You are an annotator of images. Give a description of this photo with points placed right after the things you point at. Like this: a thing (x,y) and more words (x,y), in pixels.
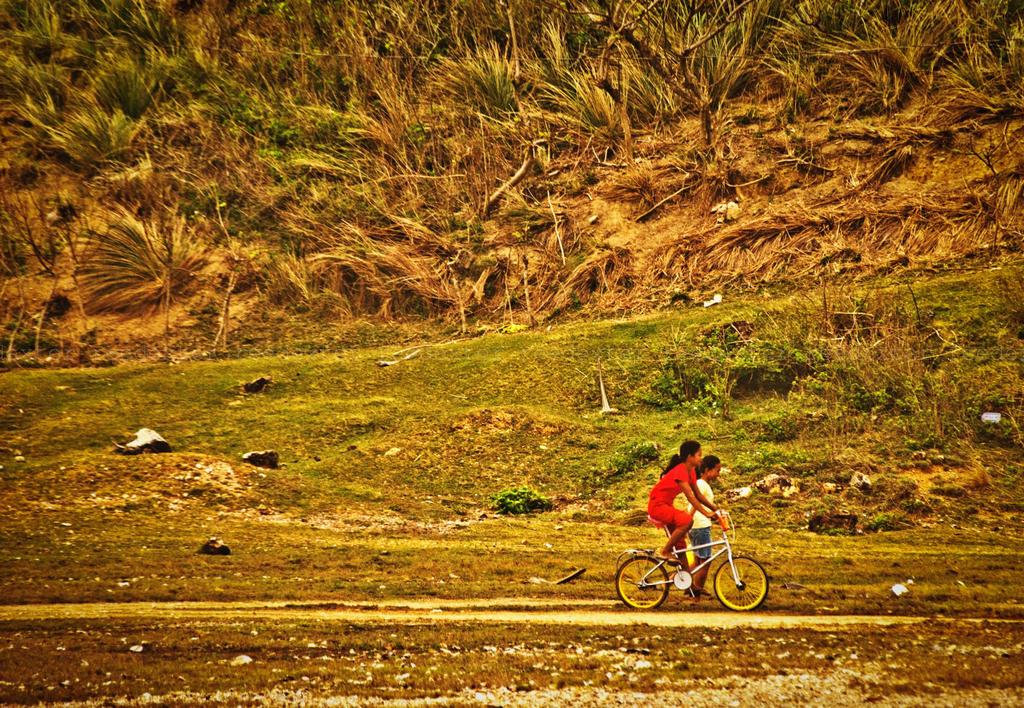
In this image I can see a girl (679,528) is sitting on a bicycle (687,573) and a boy (709,535) standing on the ground (709,579). In the background (659,393) I can see trees (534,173), plants (778,352), the grass (570,463) and some objects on the ground (189,482).
